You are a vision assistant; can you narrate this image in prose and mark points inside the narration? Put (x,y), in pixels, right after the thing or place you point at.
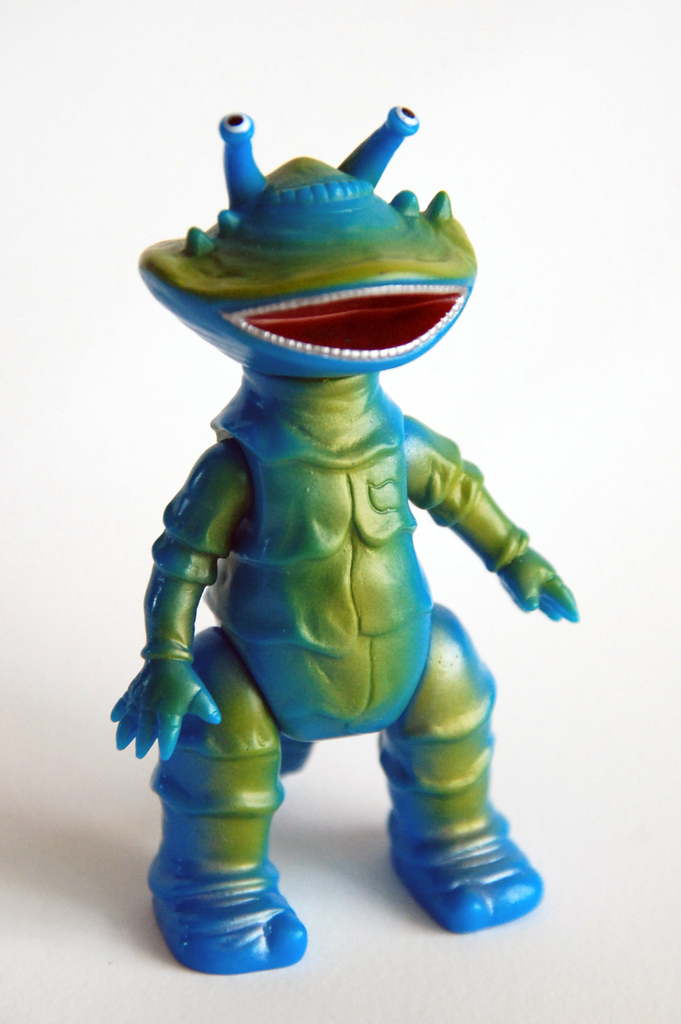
In this picture we can see a toy (228,888) and in the background (505,306) we can see white color.
